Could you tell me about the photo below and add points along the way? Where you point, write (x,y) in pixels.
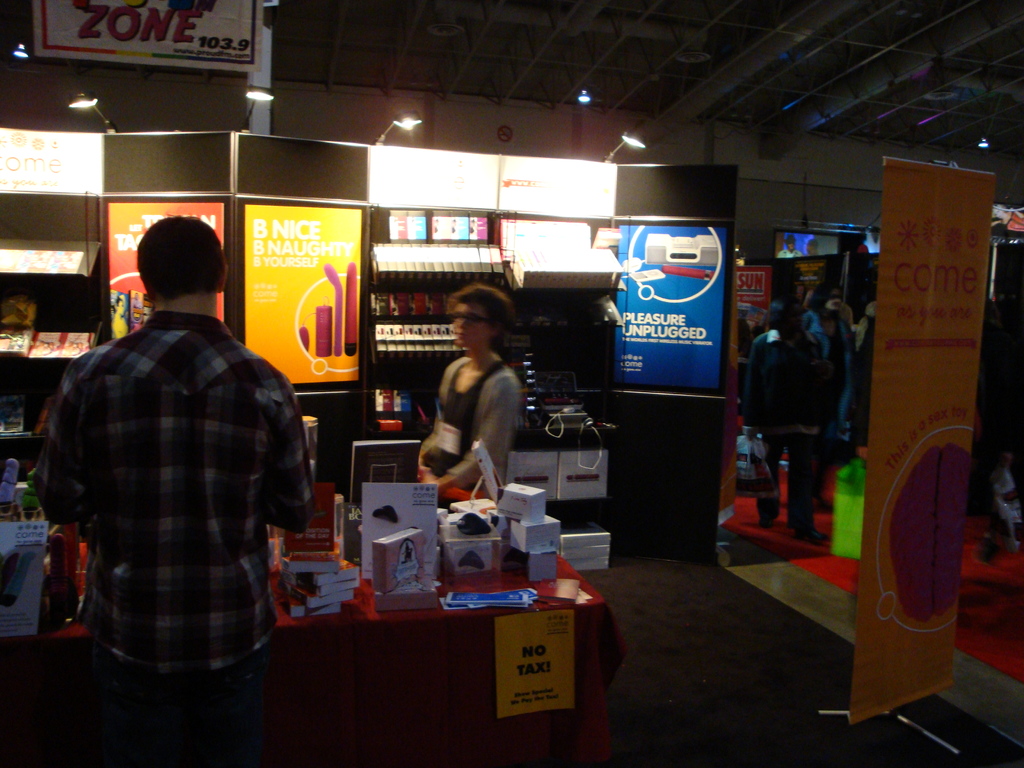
In this image, there are a few people (127,647). We can see a table (408,652) covered with a cloth (564,746) with some objects (347,550) placed on it. We can see some boards (302,292) with text (126,240) and images (301,305). We can see the ground (754,562) and some lights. We can also see the mat (831,646) and the shed (561,95) at the top (330,85). We can see some shelves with objects (599,528).
